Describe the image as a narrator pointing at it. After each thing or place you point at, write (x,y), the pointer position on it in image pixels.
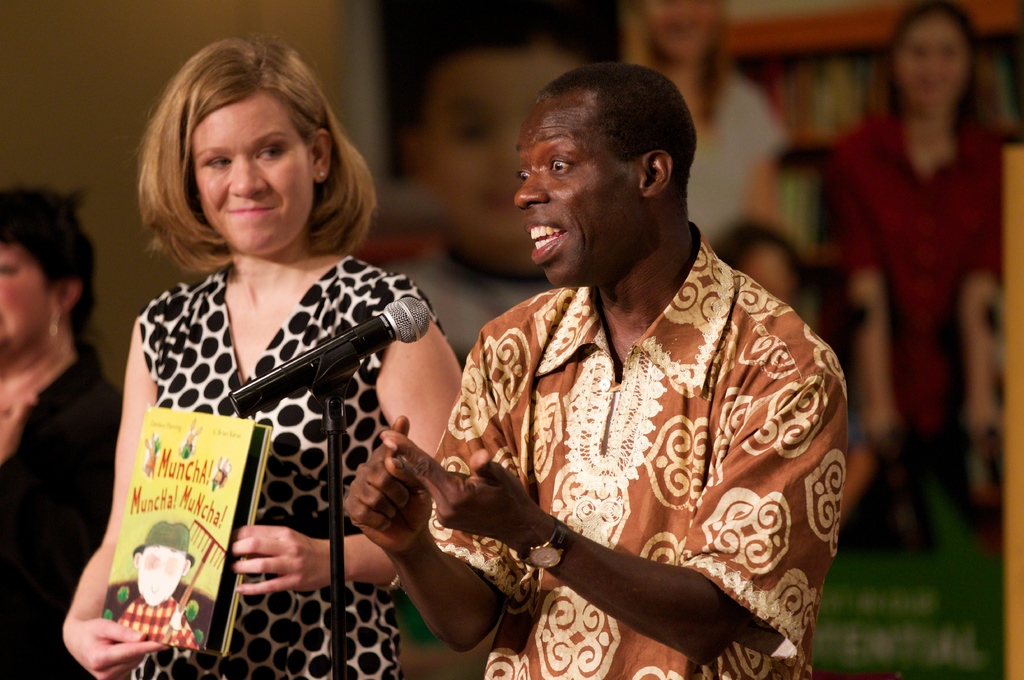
In this image there are two persons (392,469) standing with a smile on their face (557,129), in front of them there is a mic (301,371), beside them there is another person (40,424) standing. In the background (405,45) there is a banner (905,361) hanging on the wall (96,52).
